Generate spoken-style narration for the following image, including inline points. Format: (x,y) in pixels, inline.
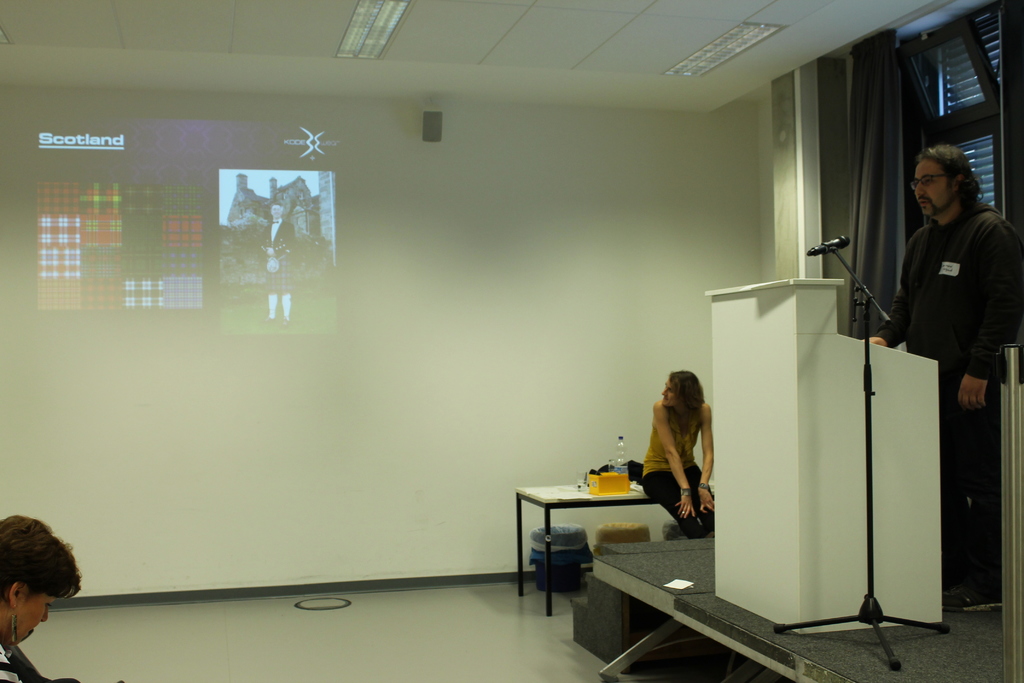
In this image, I can see the man (961,429) standing. This is the stage (621,568) with the stairs (612,595). Here is a person (667,497) sitting on the table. I can see a mike (842,249) with a mike stand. This is a podium (772,442), which is white in color. I can see the display (162,246) on the wall (400,233). These are the ceiling lights (726,42), which are attached to the ceiling (630,26). I can see a curtain (892,86) hanging to a hanger (902,25). I think this is a window (977,160) with the doors (994,184). I can see few objects (617,481) on the table (594,496). I think these are the dustbins (572,541), which are under the table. At the bottom left corner of the image (31,590), I can see another person (31,627). This is the floor (468,638).
